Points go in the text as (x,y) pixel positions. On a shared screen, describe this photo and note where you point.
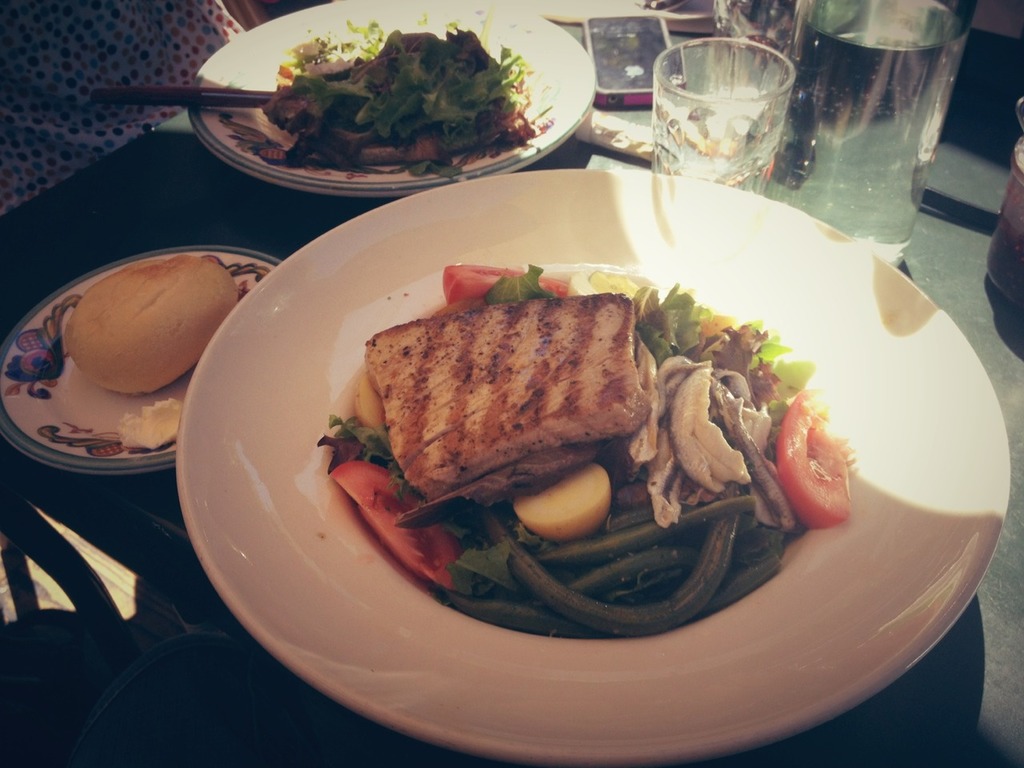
In this image I can see three plates (209,357) and on it can see different types of food (435,61). On the top right side of this image (703,173) I can see a bottle (834,207), a glass (667,151) and a cell phone (627,31). I can also see water (917,82) in the bottle (858,93) and on the top left corner of this image (80,115) I can see a white colour thing (147,52) and on it I can see number of dots (134,104).
